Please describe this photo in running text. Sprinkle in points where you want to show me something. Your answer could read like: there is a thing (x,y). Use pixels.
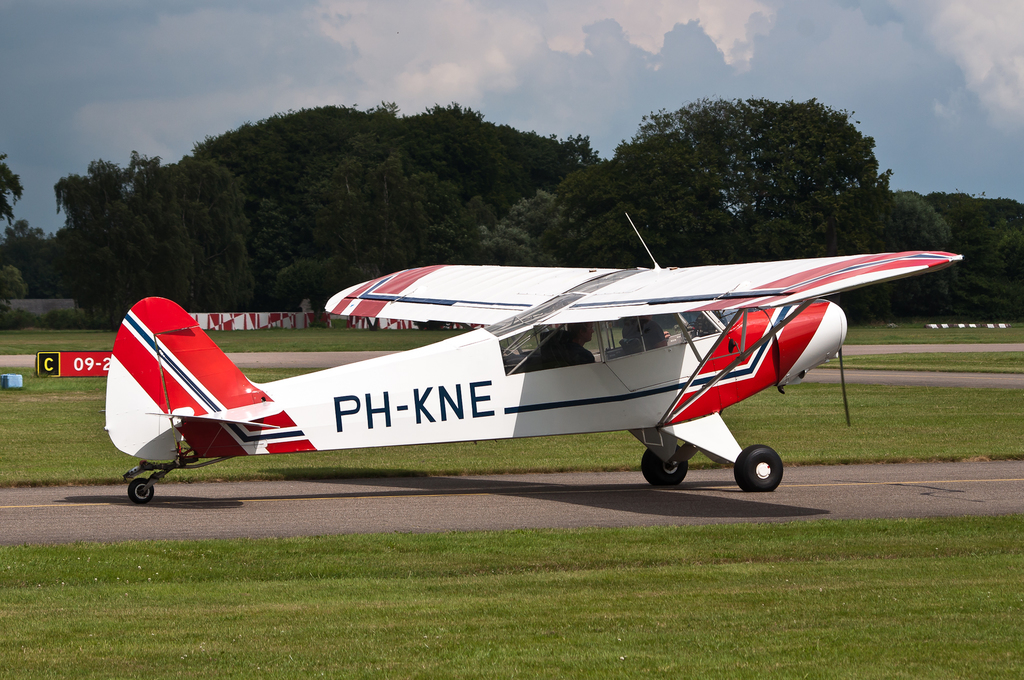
In this image I can see an open grass ground (881,644) and on it I can see a white colour aircraft (457,340). On the left side of this image (39,361) I can see a board (62,376) and on it I can see something is written. In the background (610,111) I can see number of trees (745,162), clouds (632,17) and the sky (316,54).
